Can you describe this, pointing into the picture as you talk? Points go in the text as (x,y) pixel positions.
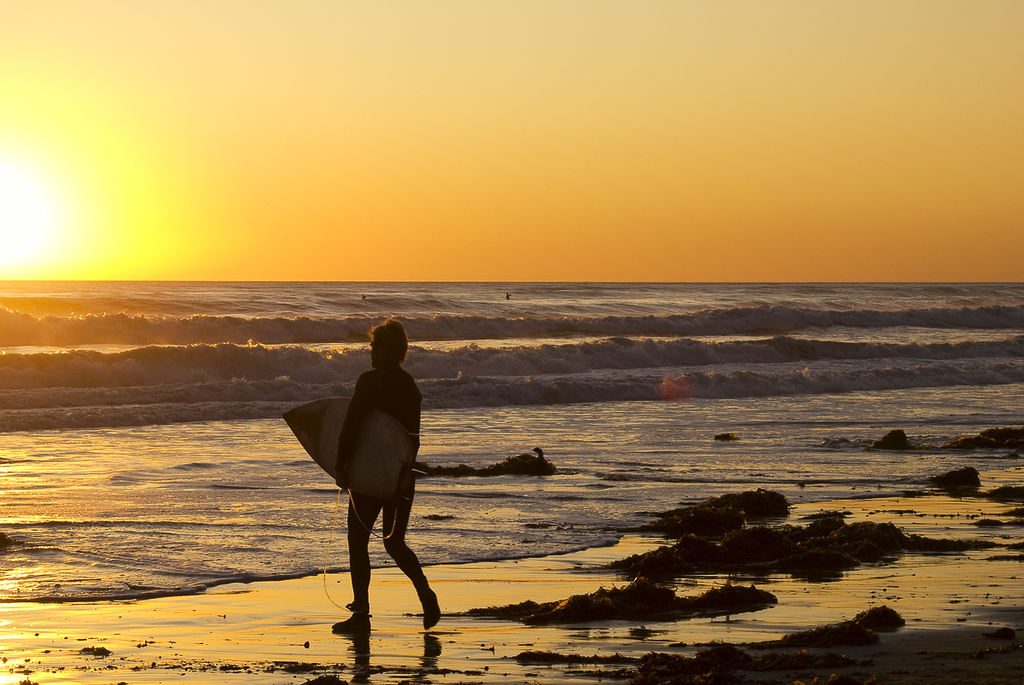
On the left side (326,470), there is a person (389,524) holding a surfboard (404,468) and walking on the wet ground (497,603), on which there is wastage (734,529). In the background (810,307), there are tides (301,315) of the ocean (71,282) and there is a sun (41,234) in the sky (79,101).
